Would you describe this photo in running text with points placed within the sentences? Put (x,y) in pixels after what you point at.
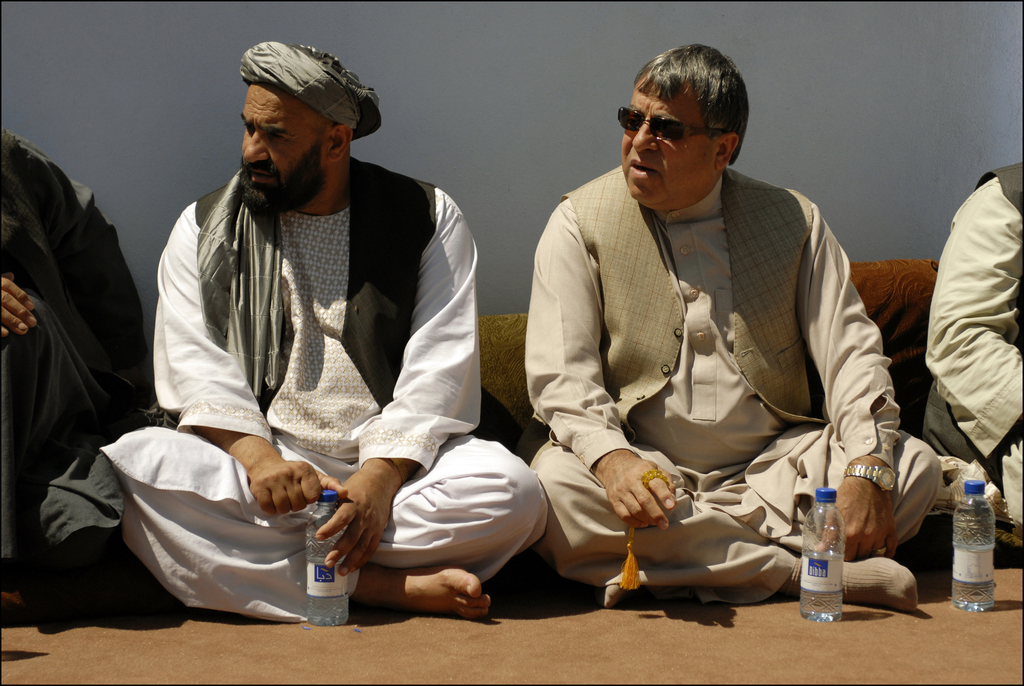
In this picture, we see four men (659,322) are sitting on the brown carpet (598,651). In front of them, we see the water bottles (834,587). Here, we see a man (653,253) is wearing the goggles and a watch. Behind them, we see the pillows (903,290). In the background (541,118), we see a white wall (108,144).
